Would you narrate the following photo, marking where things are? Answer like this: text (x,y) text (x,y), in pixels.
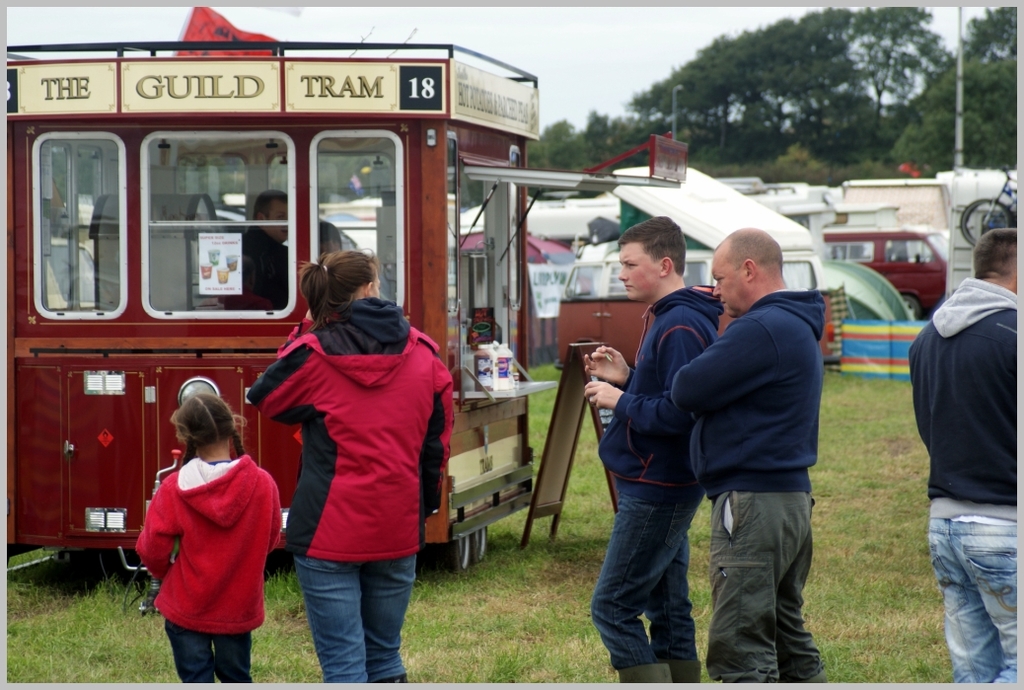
In this image I can see grass ground (73,640) and on it I can see few people (431,427) are standing. I can see all of them are wearing jackets (421,439). In the background (798,261) I can see number of trees (983,46), few vehicles (691,213), a pole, a bicycle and here I can see something is written.
